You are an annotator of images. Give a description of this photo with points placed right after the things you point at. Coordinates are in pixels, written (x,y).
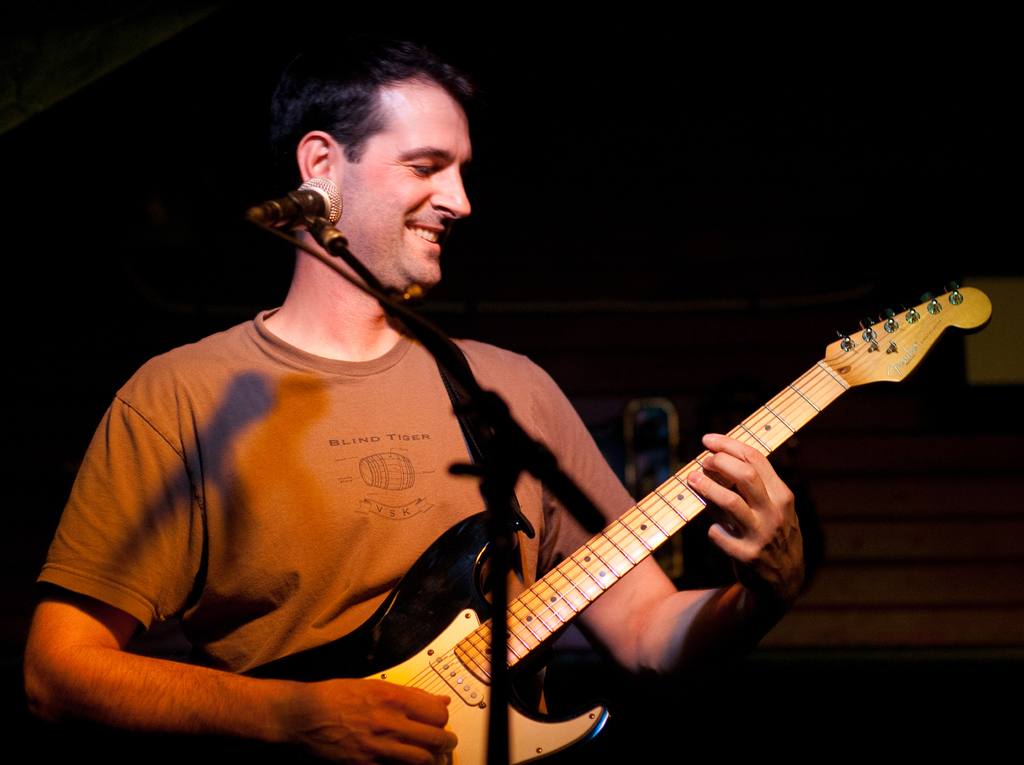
The man (300,456) in the brown shirt (353,544) is playing a guitar (480,536). There is a mic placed before him.
